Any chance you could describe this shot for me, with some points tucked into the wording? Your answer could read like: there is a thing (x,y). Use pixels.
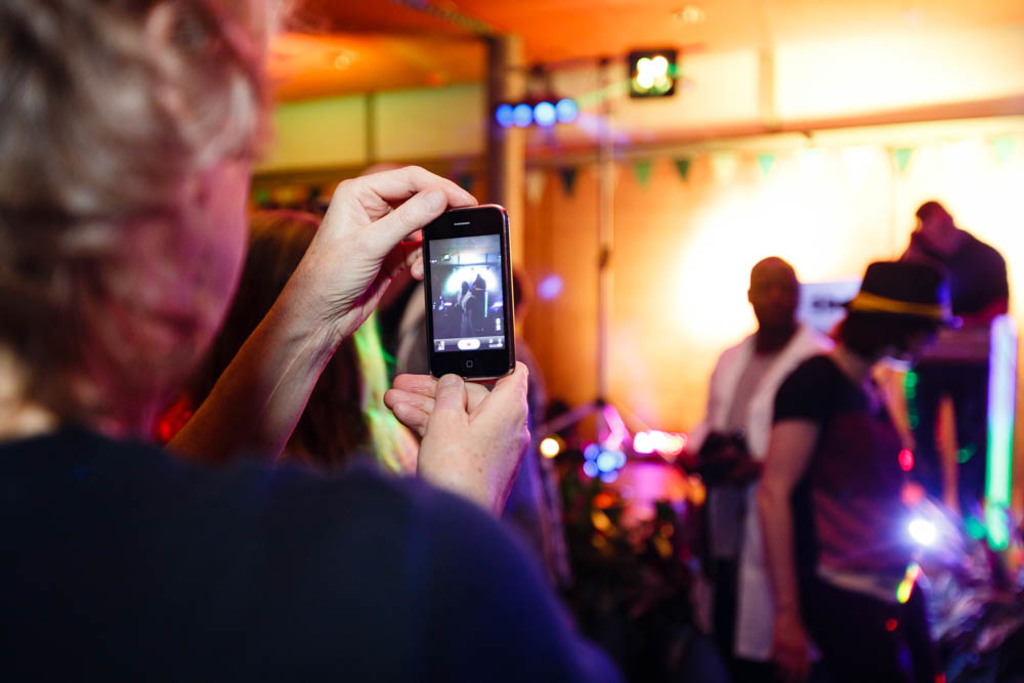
in this picture we can see lights (662,495). we can see few persons (853,403) standing here. we can see one woman (256,356) is holding a mobile (498,367) in her hand (374,180) and recording.
